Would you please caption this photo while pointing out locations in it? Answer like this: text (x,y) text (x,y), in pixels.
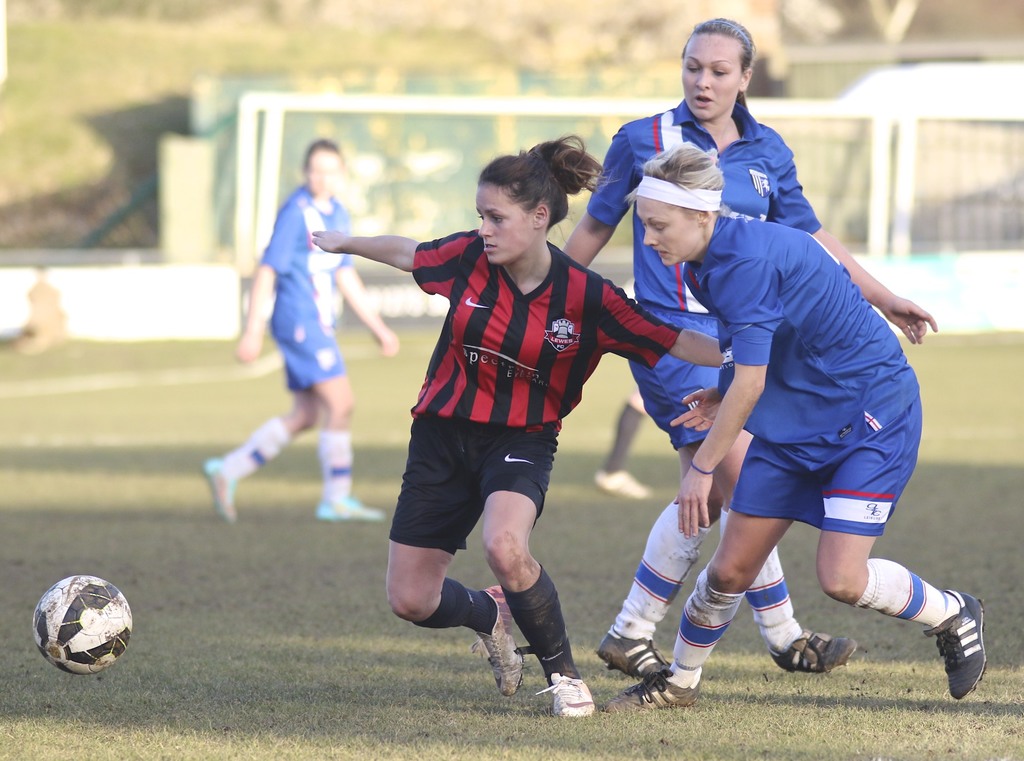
In this picture we can see a ball (37,625) and a group of women (317,173) where some are walking and some are running on the ground (121,488) and in the background (155,117) we can see grass (146,126) and it is blurry.
